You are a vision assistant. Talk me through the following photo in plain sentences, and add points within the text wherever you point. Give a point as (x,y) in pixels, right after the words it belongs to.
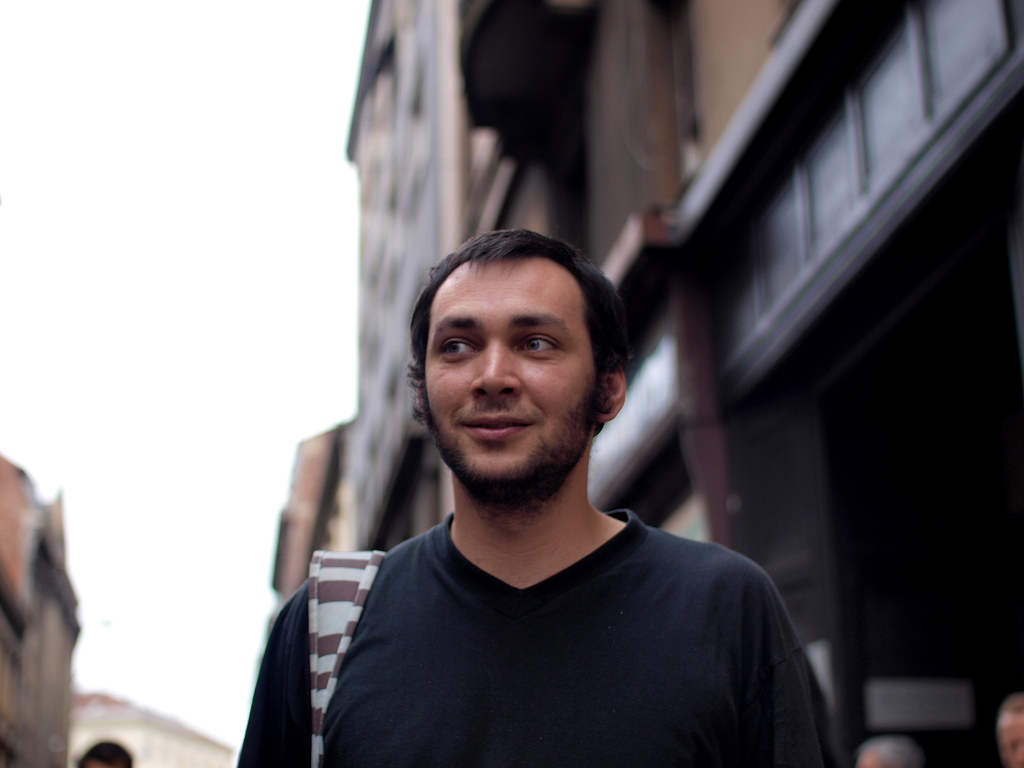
In this image I can see a man (432,429) in the front (543,603) and I can see he is wearing black colour t shirt (497,634). In the background (777,405) I can see few buildings (384,344) and on the bottom side of this image (1016,710) I can see few heads (91,762) of people (102,755). I can also see this image is little bit blurry in the background (374,118).
